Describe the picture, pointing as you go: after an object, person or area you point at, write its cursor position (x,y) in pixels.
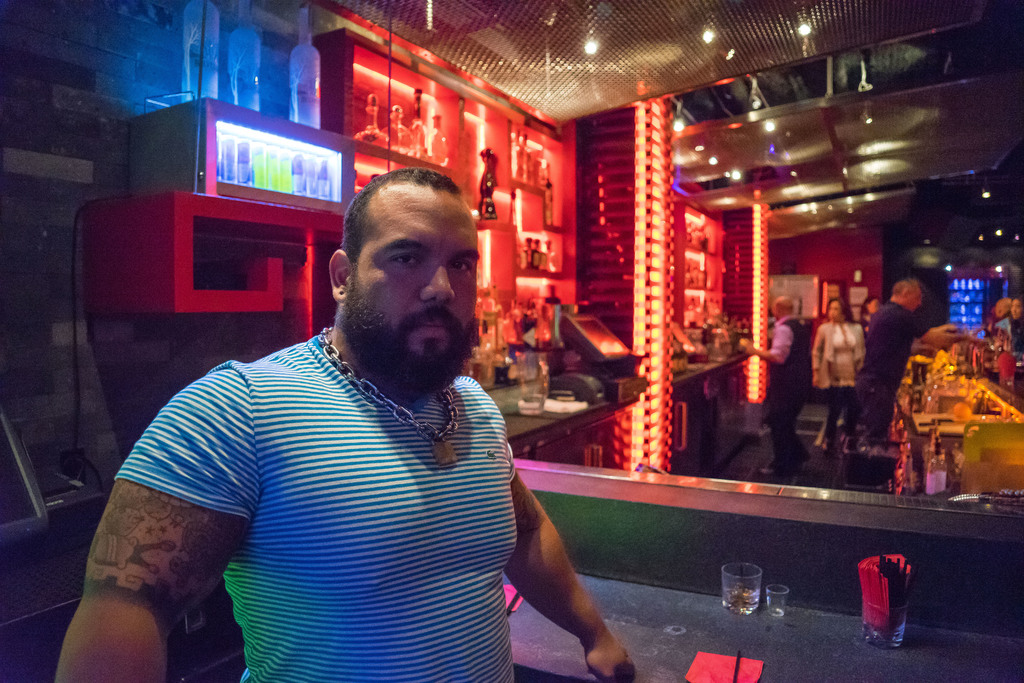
In this image in the foreground (311,598) there is one man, and in the background (832,393) there are some persons (836,406), lights (664,323), tables (576,507) and some other objects (959,316). And in the center (525,243) there are some shelves (503,236), in the shelves (543,241) there are some bottles (442,135) and some other objects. At the bottom (634,626) there is a table (713,639), on the table (761,603) there are some glasses (778,603) and some papers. On the left side (80,252) there is a wall (69,87), and some other objects (1,535).
